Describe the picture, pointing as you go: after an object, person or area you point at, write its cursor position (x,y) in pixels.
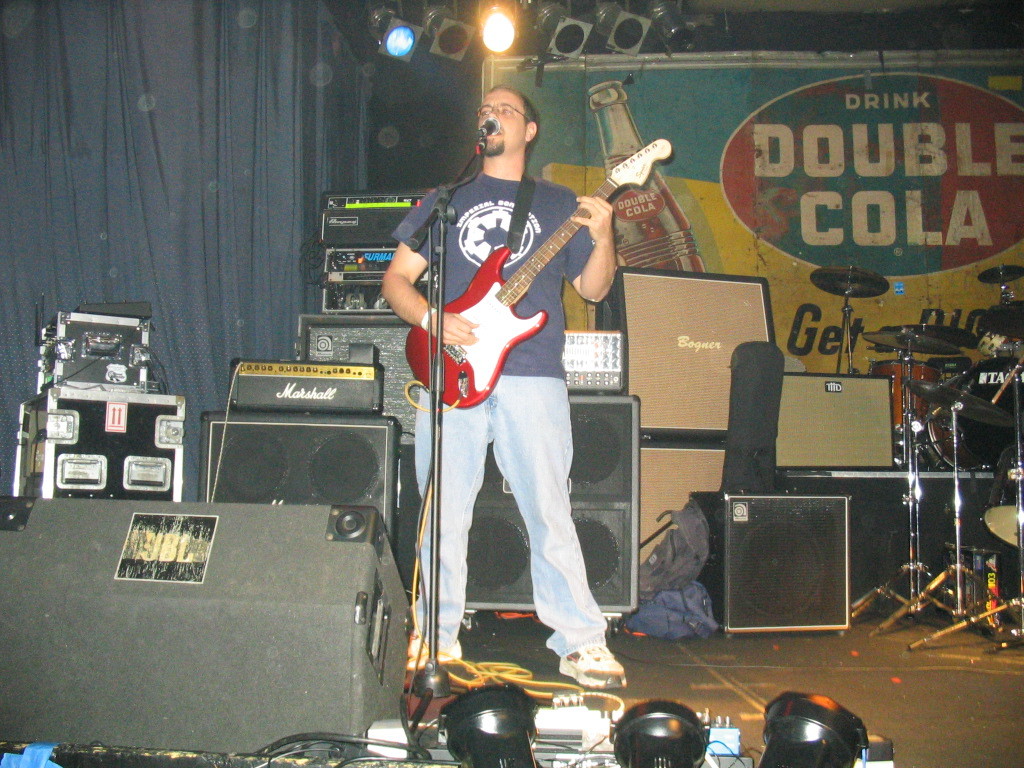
In the center (472,303) we can see one man (508,219) standing, holding guitar (519,272). In front of him we can see microphone (490,128). And around him we can see some musical instruments (791,541) and light (493,44), sheet (252,116), banner (852,210).
